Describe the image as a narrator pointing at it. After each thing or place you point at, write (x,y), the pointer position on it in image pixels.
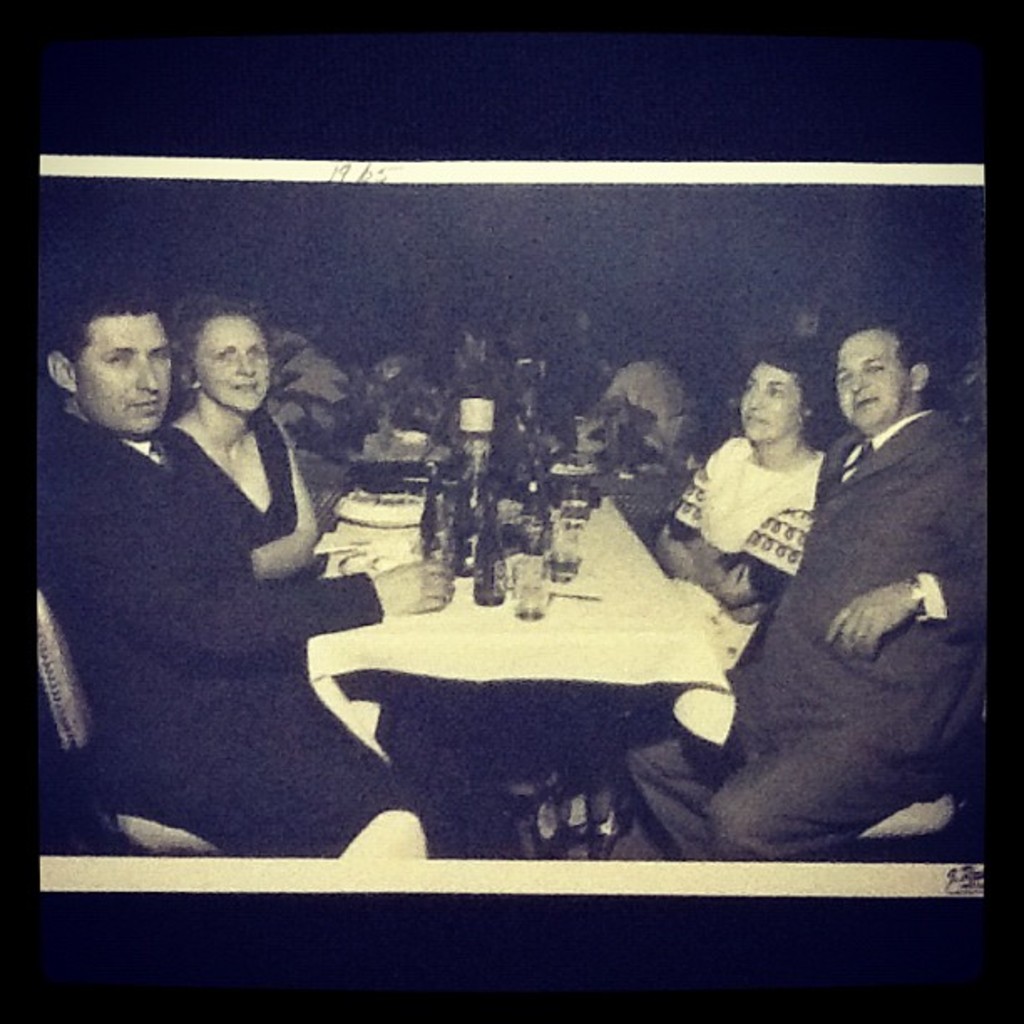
in this image there is a picture (659,684). at the center (551,671) there is a table (541,667) on which there are bottle (488,532) and glasses (530,562). on the left (307,577) and right there are people (848,553) sitting on the chairs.
